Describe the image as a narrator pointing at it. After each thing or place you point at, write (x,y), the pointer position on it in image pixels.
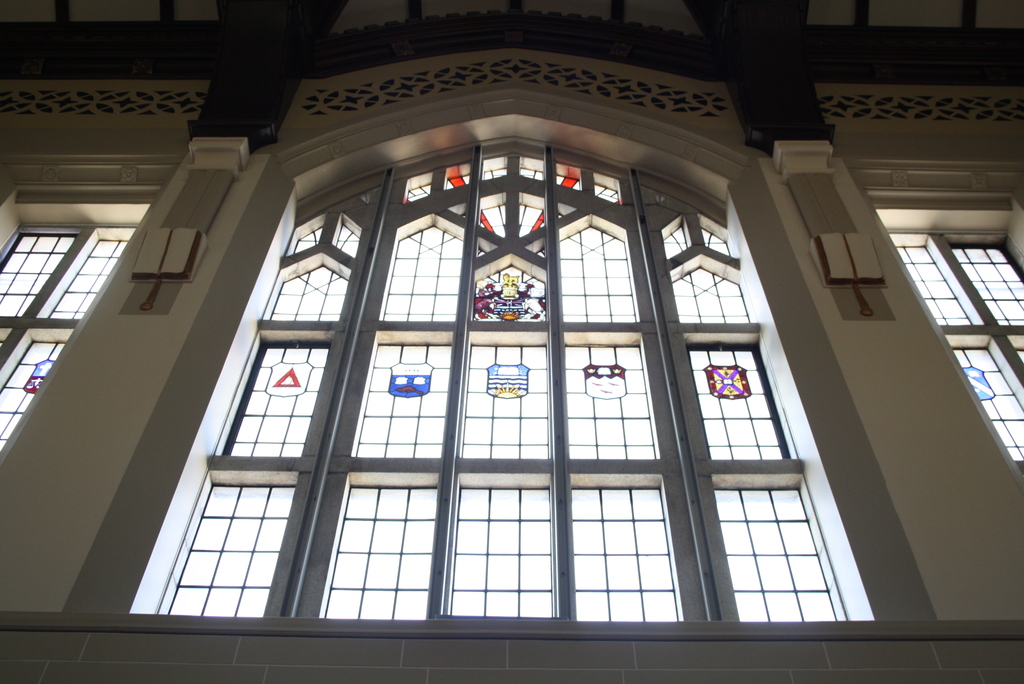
In this image we can see there is an inside view of the building (560,386). And there are windows (523,394) with labels (509,319) and there is a wall (408,91) with a design (853,286).
